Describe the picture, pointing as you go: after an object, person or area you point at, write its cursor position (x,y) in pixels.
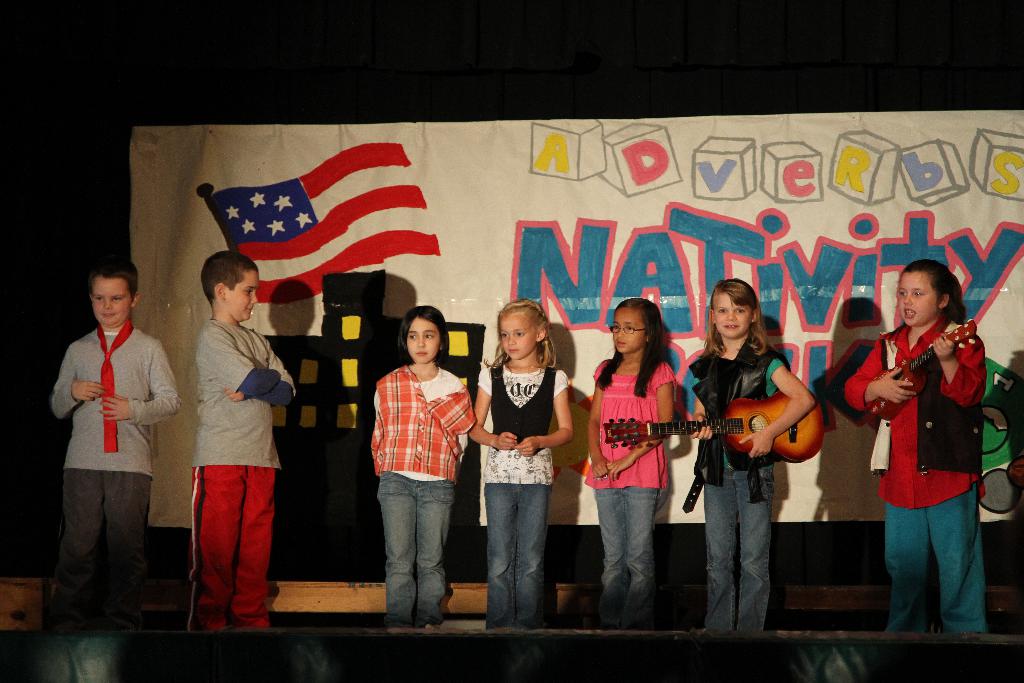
In this image i can see few children (386,409) standing at the right (881,383) two children (763,376) are playing guitar (737,412) at the back ground (887,264) i can see a banner (850,261).
